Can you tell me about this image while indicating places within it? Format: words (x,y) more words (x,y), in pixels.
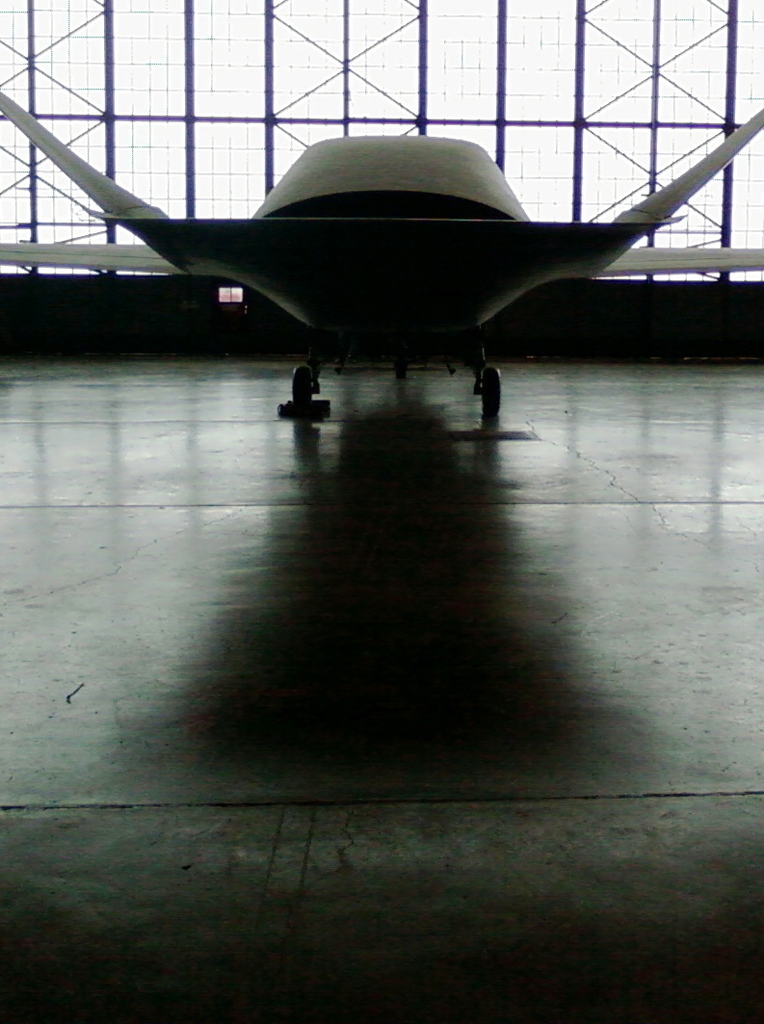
In this image in the background (341,319) there is an airplane (347,257) and there are windows (387,91).
